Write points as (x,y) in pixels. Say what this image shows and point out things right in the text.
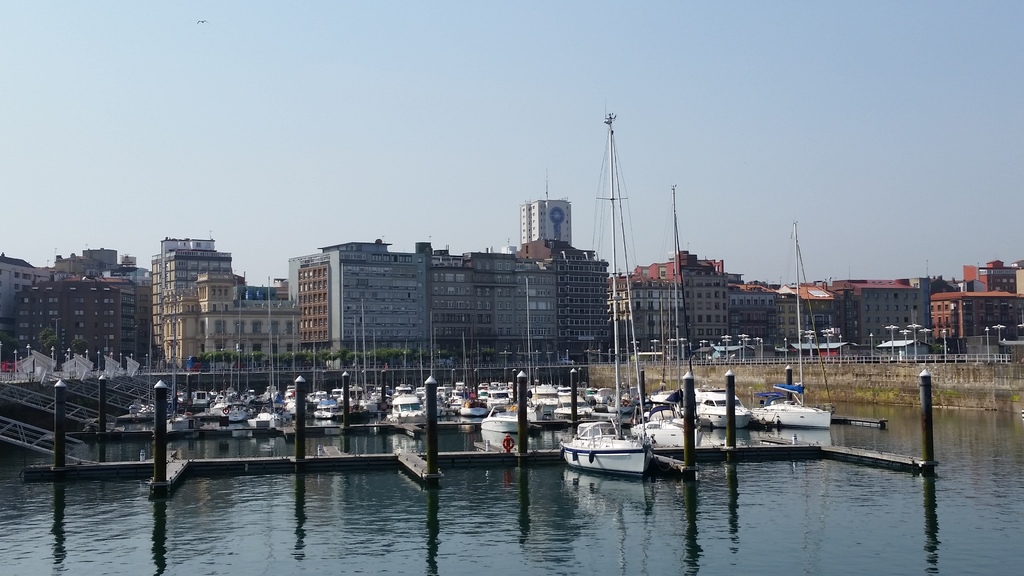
In this image we can see a few boats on the water (471,436), there are some buildings (251,334), poles (431,377), lights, fence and the wall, in the background (447,176) we can see the sky (444,178).
